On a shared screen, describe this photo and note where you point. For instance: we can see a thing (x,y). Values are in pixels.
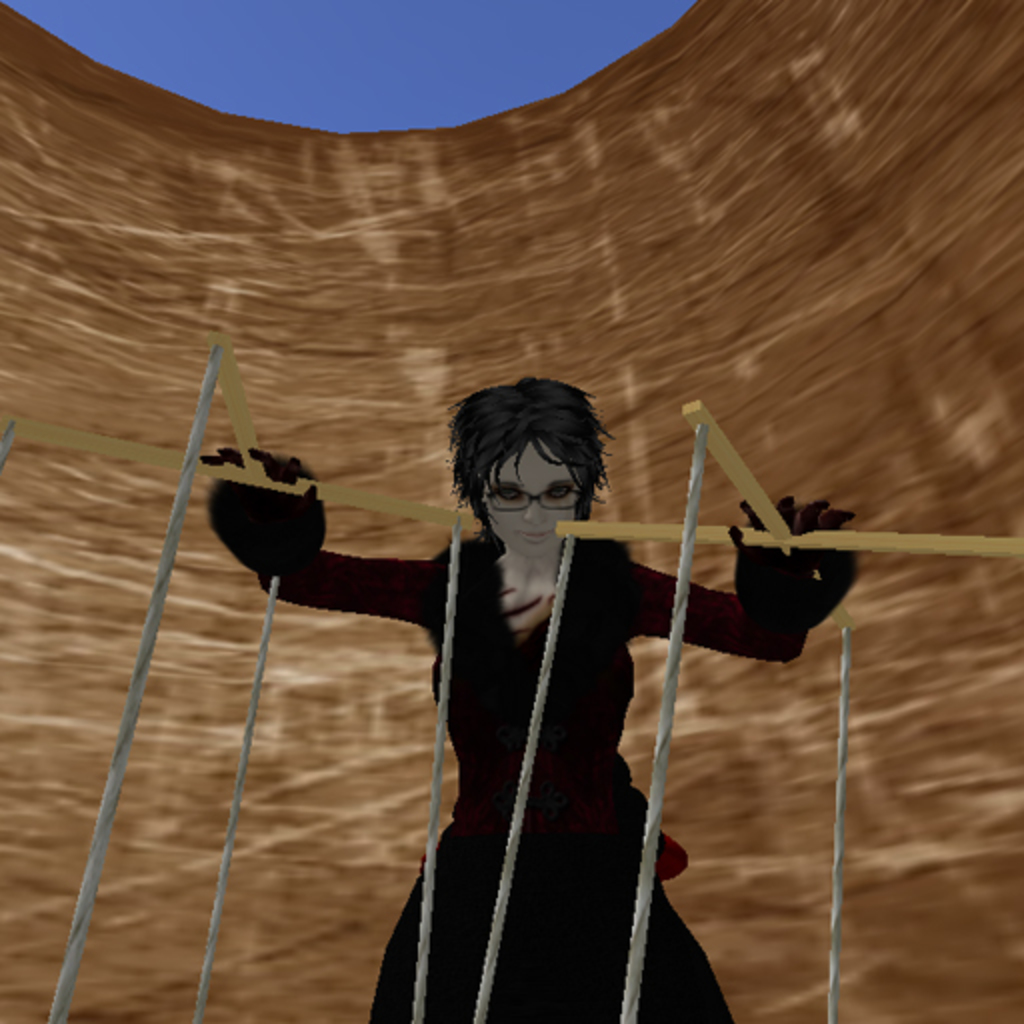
In this picture I can see there is a woman (472,722) standing, she is wearing a red shirt (481,788) and a black skirt (476,964). She is holding a wooden sticks (339,490) and they are some strings (678,575) attached to it. The sky (177,28) is clear.
